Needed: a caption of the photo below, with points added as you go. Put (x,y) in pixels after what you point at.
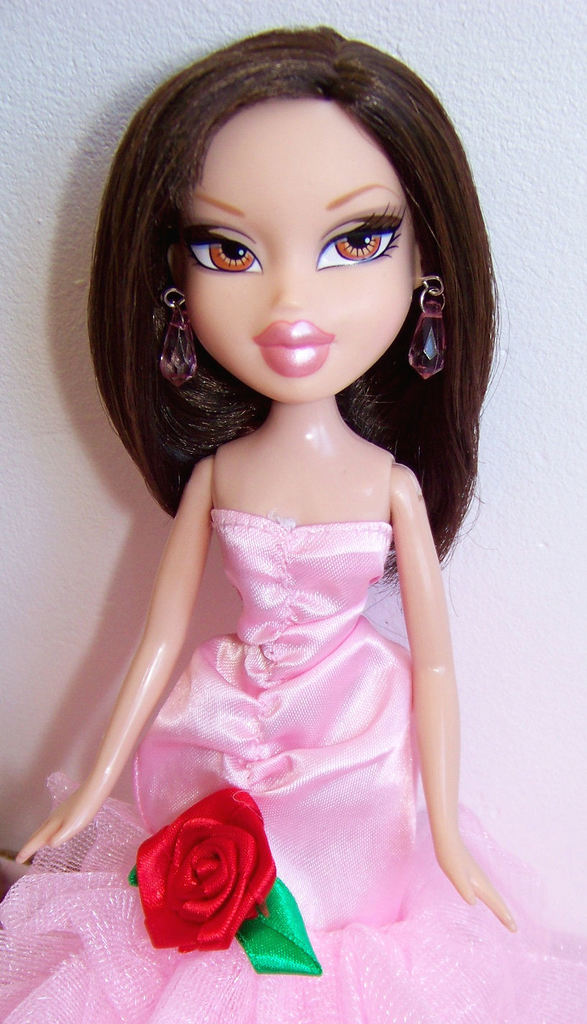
In this image there is a toy girl (312,610) wearing pink gown (298,784). On the gown (278,869) there is a red rose (192,879). In the background (77,475) there is white wall (346,22).
